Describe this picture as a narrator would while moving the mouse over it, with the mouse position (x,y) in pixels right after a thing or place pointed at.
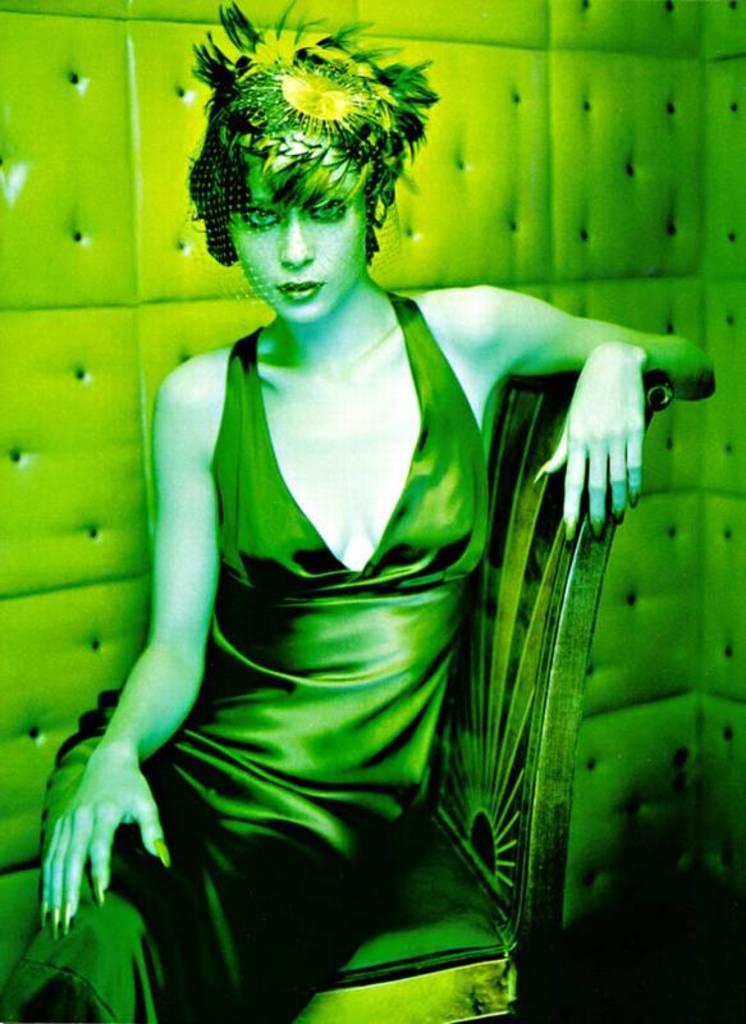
I see that this image is of green in color and I see a woman (368,615) over here who is sitting on a chair (458,733).
